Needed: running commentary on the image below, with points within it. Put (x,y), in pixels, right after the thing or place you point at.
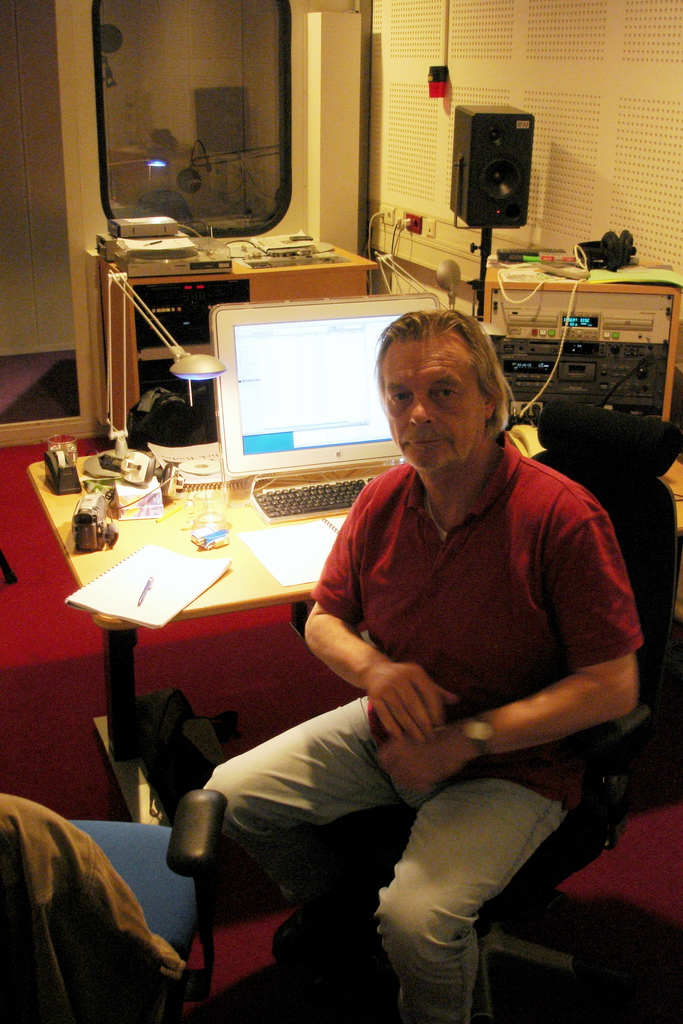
This picture shows a man (453,721) sitting in the chair (347,827). Behind him there is a table (224,575) on which a computer (300,373), paper (210,561) and some accessories (89,500) were placed. In the background (500,162) there is a speaker (509,158), equipment (570,354) and a door (44,268) here.
